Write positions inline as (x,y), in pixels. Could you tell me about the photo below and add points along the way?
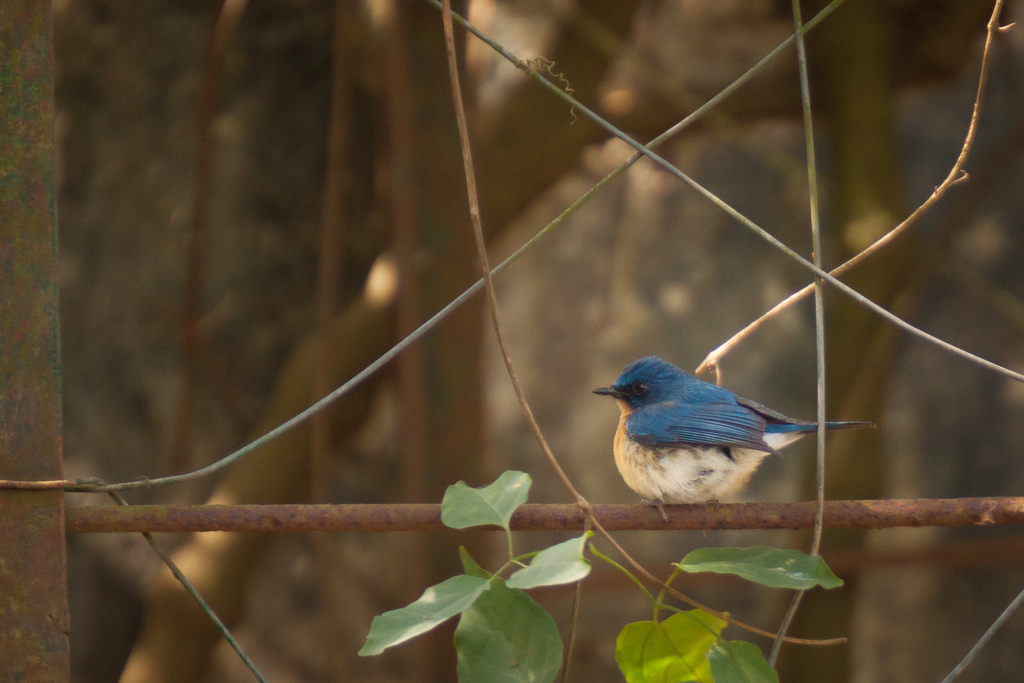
On this rod (405,522) there is a bird (776,431). Here we can see leaves (546,566) and dried branches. Background it is blur.
